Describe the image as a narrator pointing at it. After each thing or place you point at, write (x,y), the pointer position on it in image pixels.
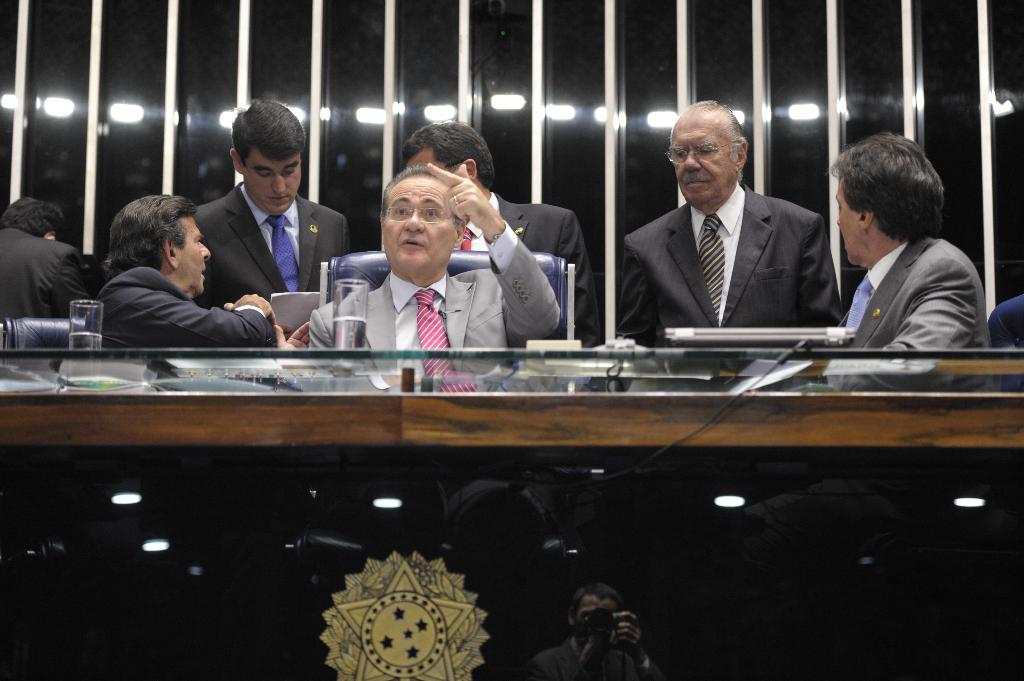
In this image in the center (489,287) there are persons (484,293) sitting and there is a man (456,314) sitting on a chair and is speaking. In the background (286,192) there are persons (695,182) standing and in the front (124,352) there are glasses (356,334) on the table (425,351) and there is a laptop (751,337).
